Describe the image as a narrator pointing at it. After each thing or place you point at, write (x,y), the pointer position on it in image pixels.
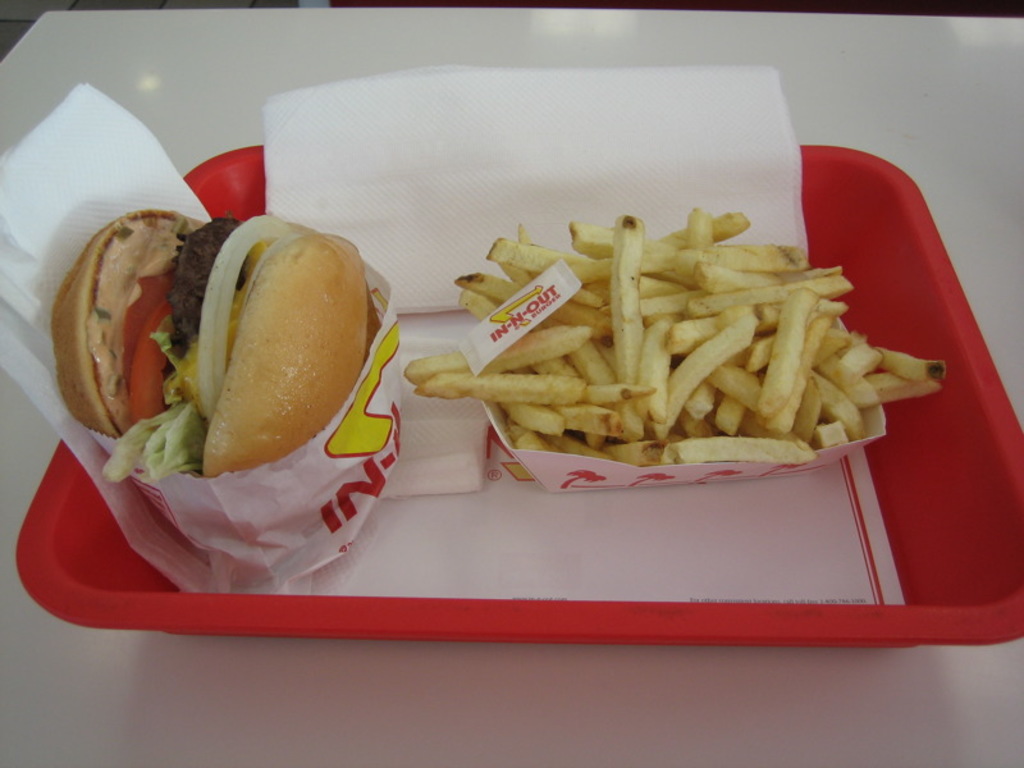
On a white table (1007,22) there is red tray (84,531) which contains a burger (287,323), french fries (636,350) and tissue papers (341,194).
